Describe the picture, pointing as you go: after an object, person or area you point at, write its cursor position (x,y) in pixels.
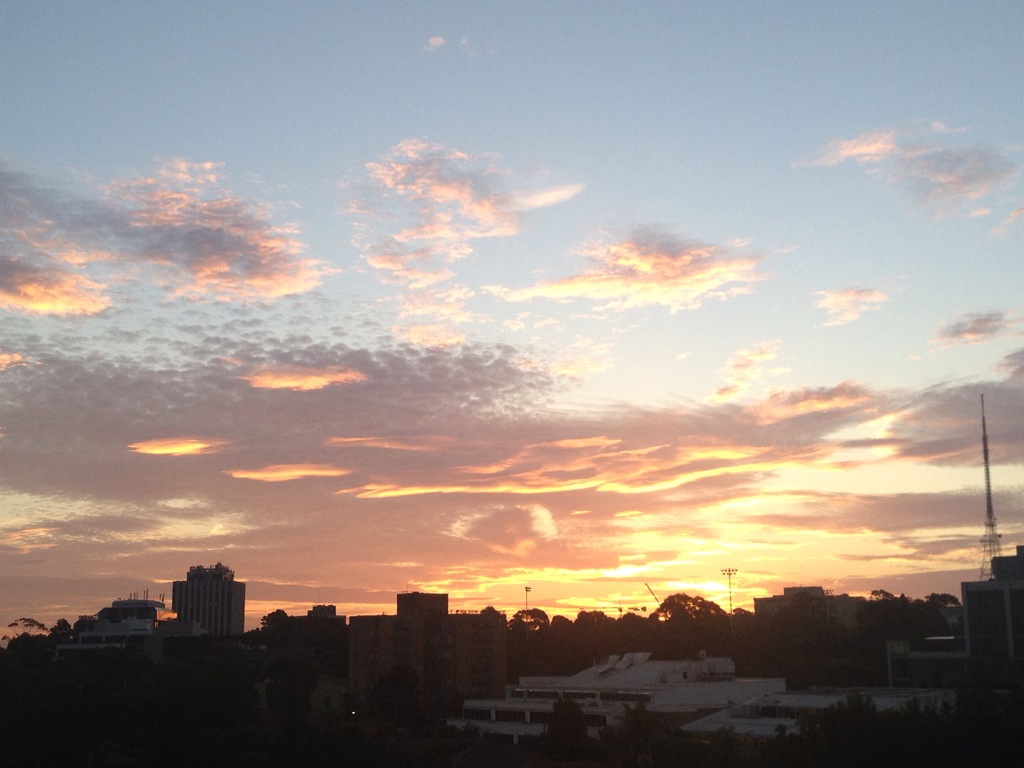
In this image at the bottom (910,698) there are some buildings (125,625), houses (114,642), poles (732,645), lights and also there is one tower (987,551). On the top of the image (307,177) there is sky (702,508).
